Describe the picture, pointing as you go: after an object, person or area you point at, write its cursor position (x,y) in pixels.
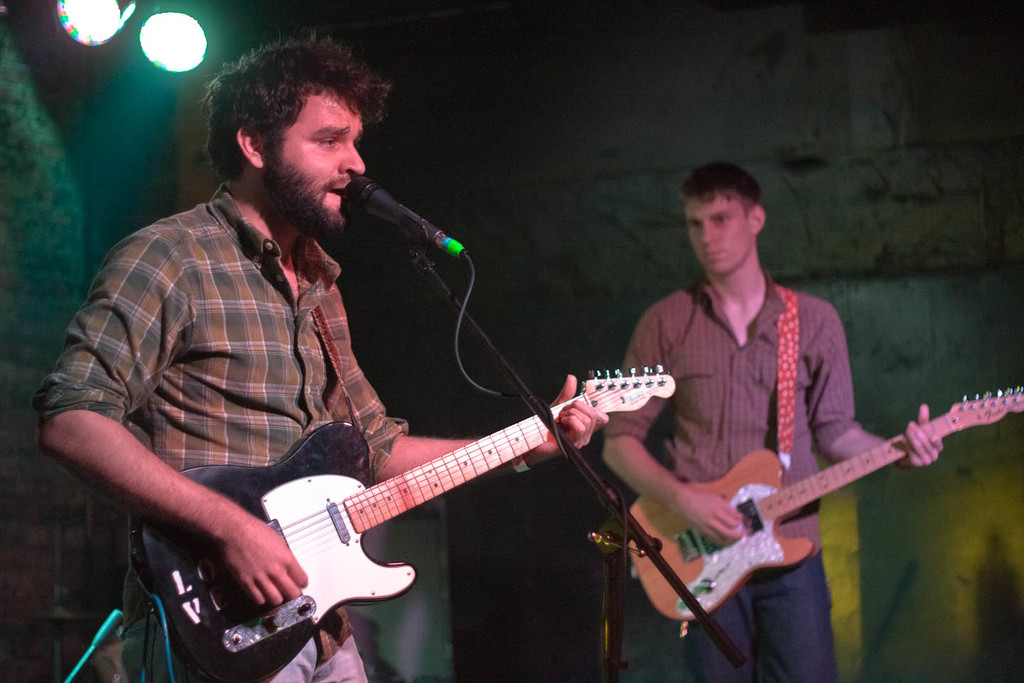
In this picture there are two people (313,109) standing. One of them is holding the guitar (315,533) and singing with the help of microphone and another person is looking at him.
